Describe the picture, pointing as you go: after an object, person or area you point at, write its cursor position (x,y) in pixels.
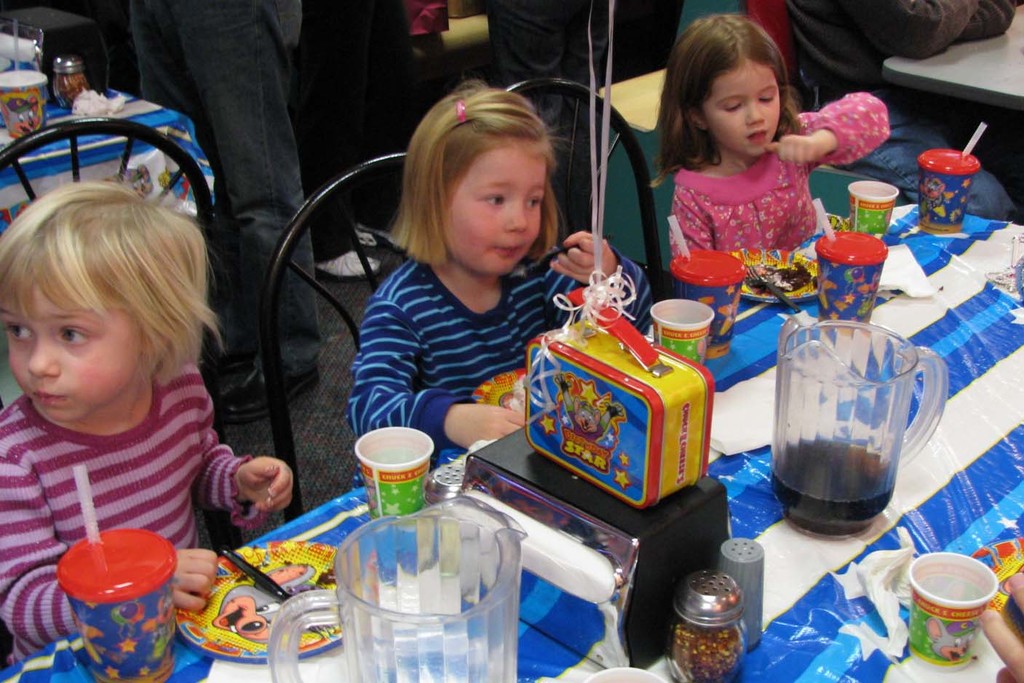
In this image, we can see people (495,212) sitting on the chairs (279,252) and we can see glasses (128,581), jars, papers (767,393), boxes (530,415) and there are some other objects (762,294) on the tables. In the background (526,67), there are some more people (526,67).
